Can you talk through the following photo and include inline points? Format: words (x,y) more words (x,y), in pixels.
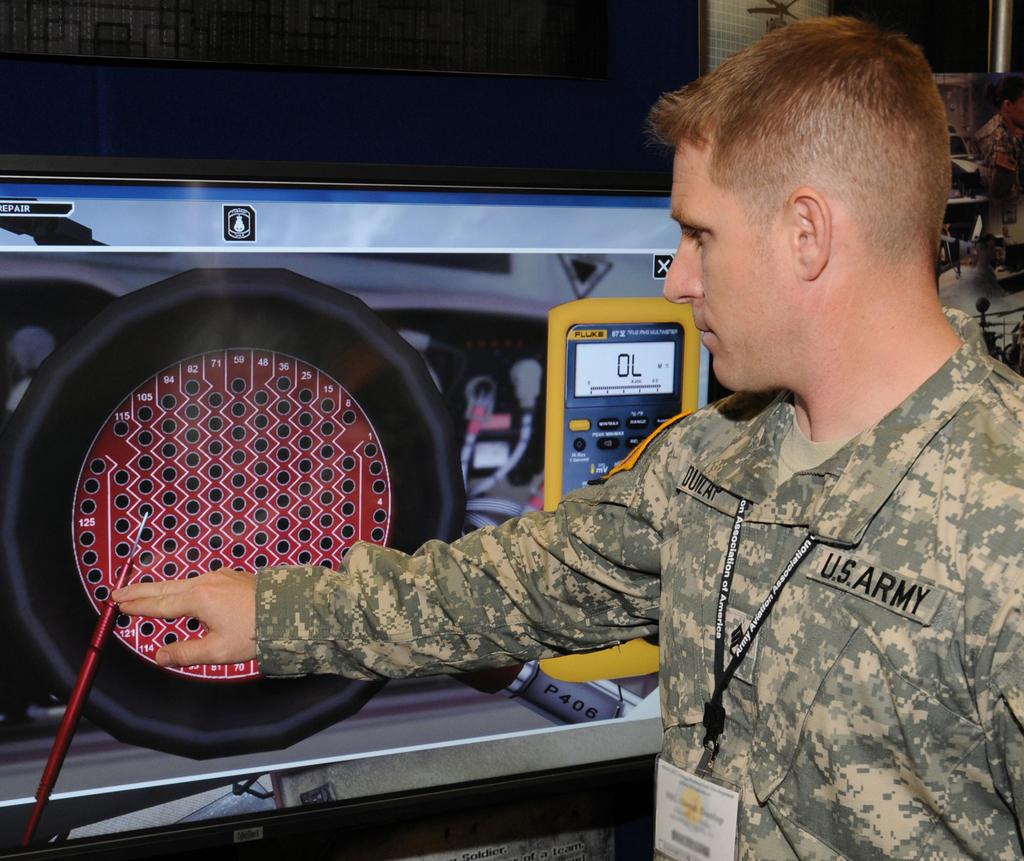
In this image in the right (831,399) there is a person (886,501) wearing uniform (891,709). he is an army personnel (865,599). In the left (242,287) there is a screen (263,284). On the screen (595,417) there is a multi meter (621,422) and an electronic instrument (214,451). The person (873,714) is pointing towards the screen (119,570).
